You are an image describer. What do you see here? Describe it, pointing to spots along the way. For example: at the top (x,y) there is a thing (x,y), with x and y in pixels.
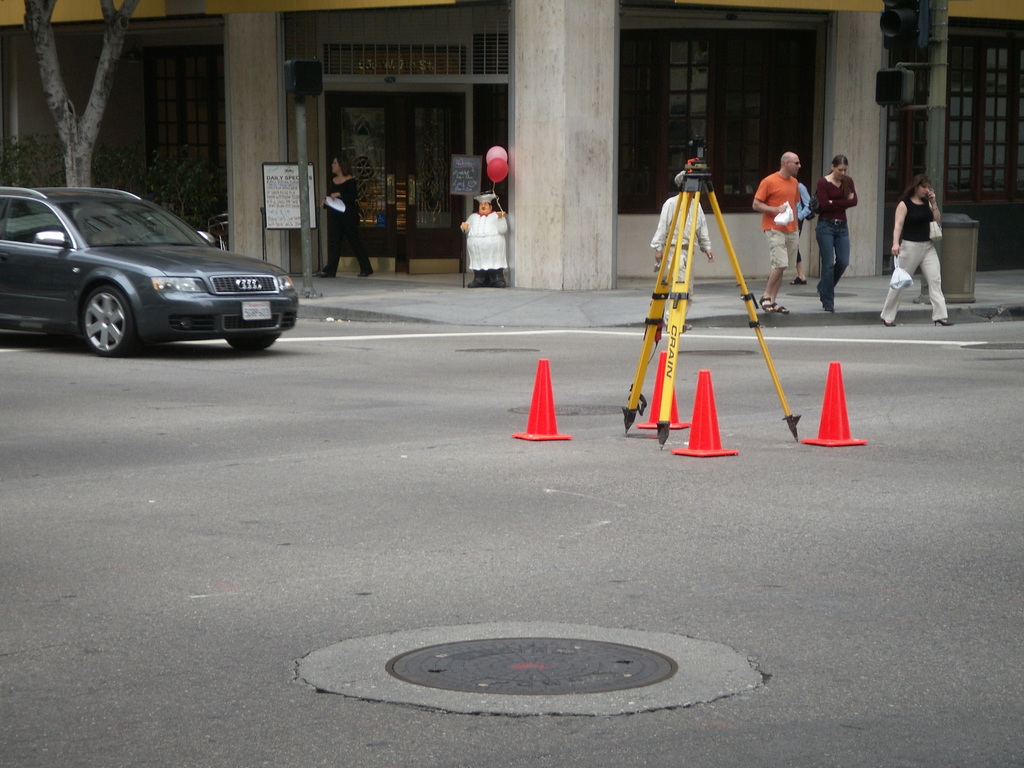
In this image I can see the road (423,513). On the road (225,461) I can see traffic cones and the yellow color stand (680,311). To the side of the road (786,345) I can see the group of people (698,221) with different color dresses (788,239). In the background (75,157) I can see the trunk (81,135) of the tree (95,133) and the building (489,28). I can see some boards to the building (351,66). In-front of the building (365,154) I can see the statue (478,253) holding the balloons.
